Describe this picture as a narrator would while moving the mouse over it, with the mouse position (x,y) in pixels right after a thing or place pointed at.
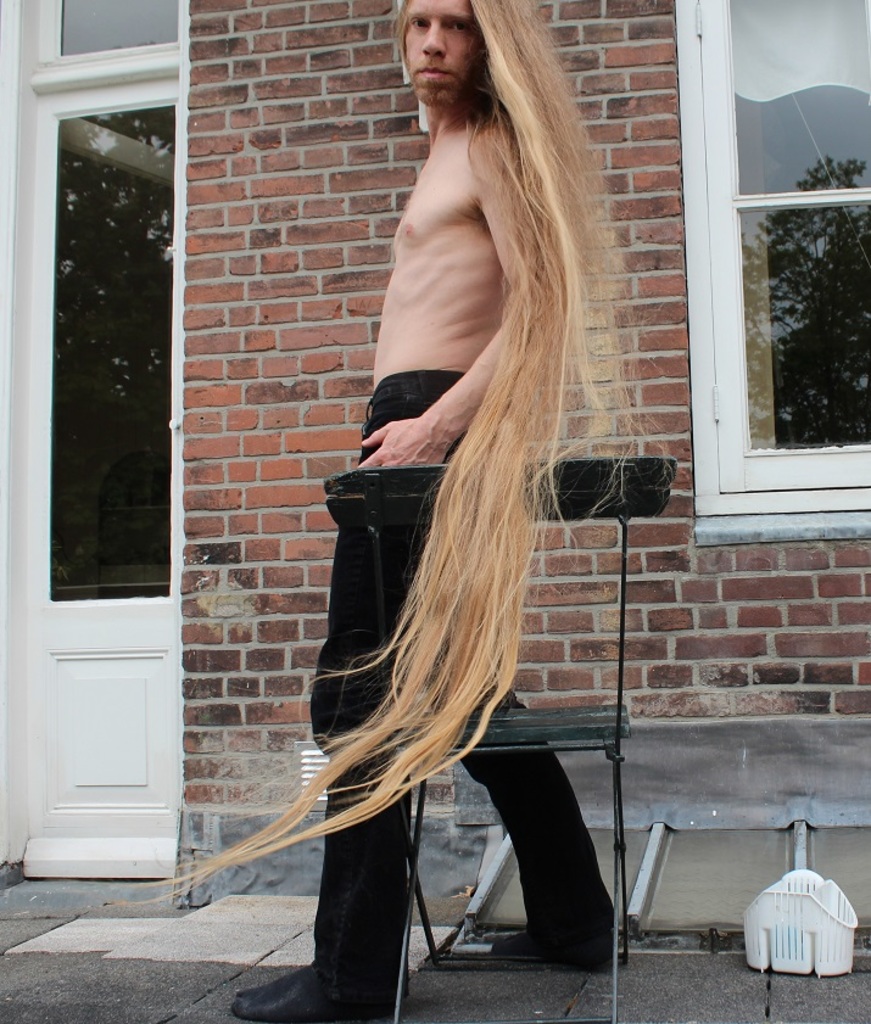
In this picture I can see a man (434,580) is standing. Here I can see a chair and white color object (768,903) on the ground (652,967). In the background (311,453) I can see a brick wall (259,475), window (826,118) and a door (96,335).
